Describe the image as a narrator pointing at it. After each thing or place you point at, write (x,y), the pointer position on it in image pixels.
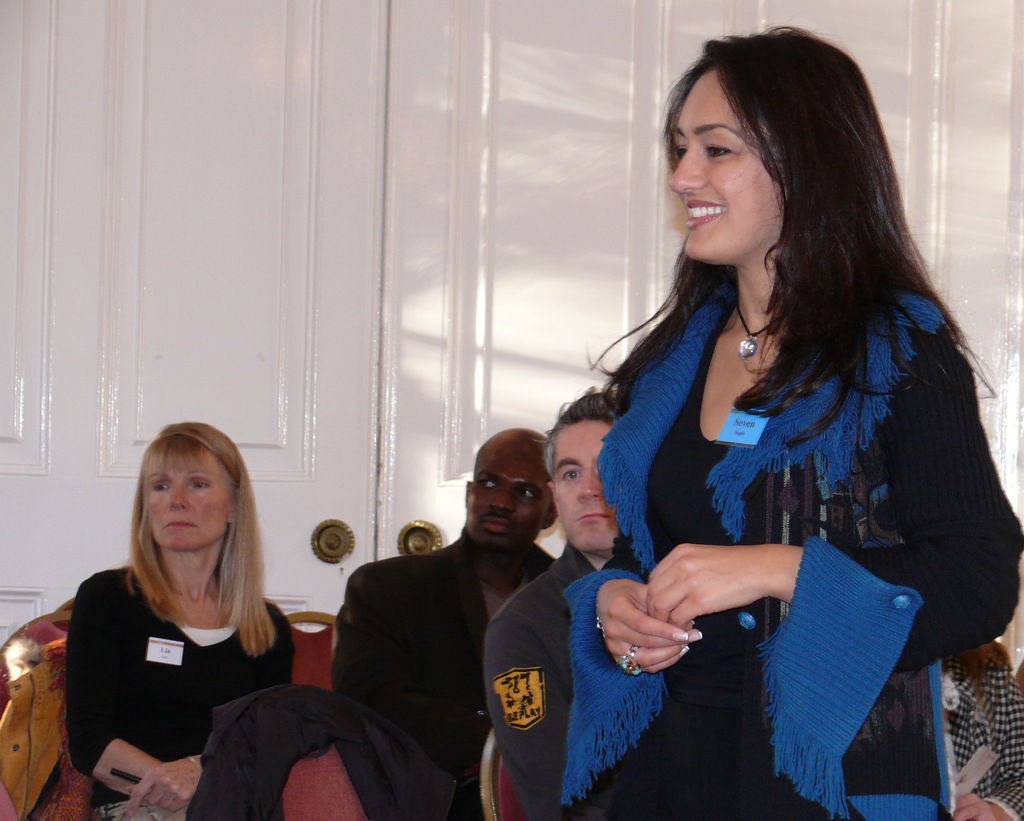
In this picture I can see there are few people (561,622) sitting and here there is a woman (848,360) standing and smiling. In the backdrop (295,241) there is a white color door (383,346).
